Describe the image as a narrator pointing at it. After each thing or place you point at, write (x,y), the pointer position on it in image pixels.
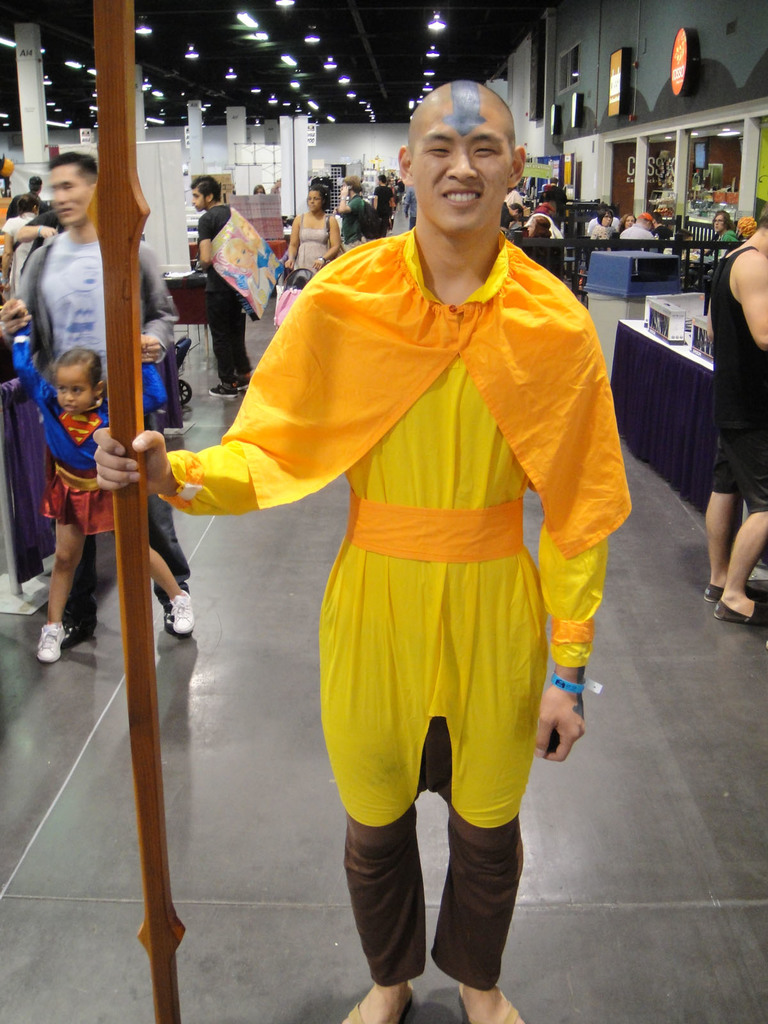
In the center of the image (483,449) we can see one person (488,500) is standing and he is holding one wooden object (114,495). And we can see he is smiling, which we can see on his face (439,189). And he is in yellow and brown colored costume (444,577) and we can see some ash color paint (459,108) on his forehead (447,128). In the background (534,99) there is a wall (627,40), lights (432,47), banners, pillars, one blue and white color object (615,327), tables (651,349), chairs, few people (636,233) are sitting, few people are standing, few people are holding some objects (367,203) and a few other objects (564,244).
